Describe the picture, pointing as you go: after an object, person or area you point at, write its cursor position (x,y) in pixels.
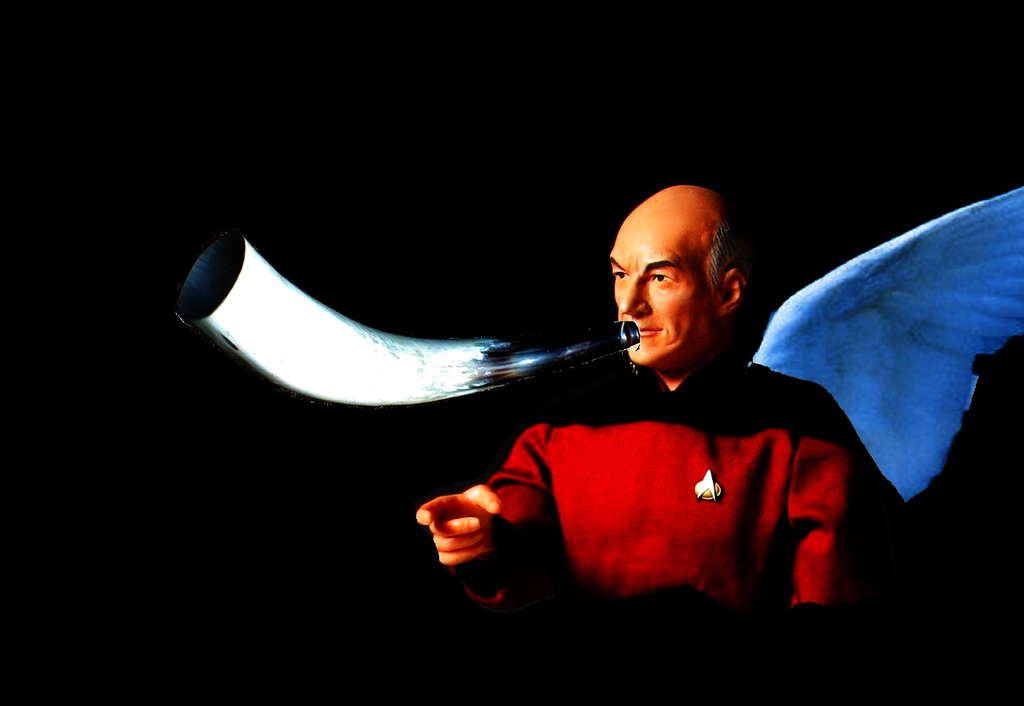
This is an animated image. In this image I can see the person (663,359) with the dress (713,445) and I can see the black and white color objects (563,346). I can see the black background (335,58).
